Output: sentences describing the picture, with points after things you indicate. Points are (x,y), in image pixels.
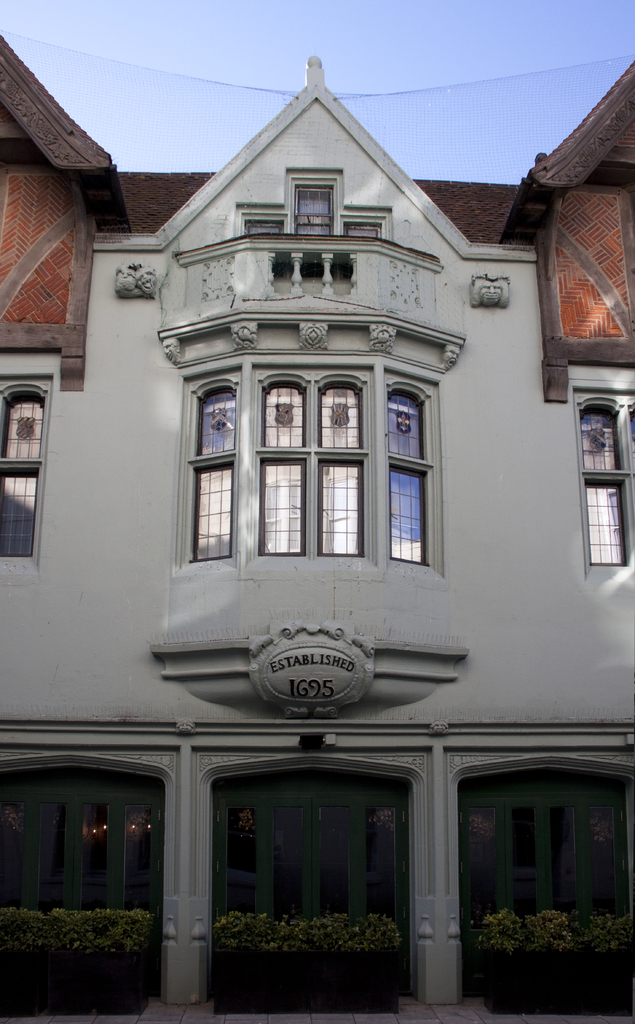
In this picture there is a house (336,249) in the center of the image (410,496) and there are plants (371,926) at the bottom side of the image (327,928) and there are windows (287,465) on it.
